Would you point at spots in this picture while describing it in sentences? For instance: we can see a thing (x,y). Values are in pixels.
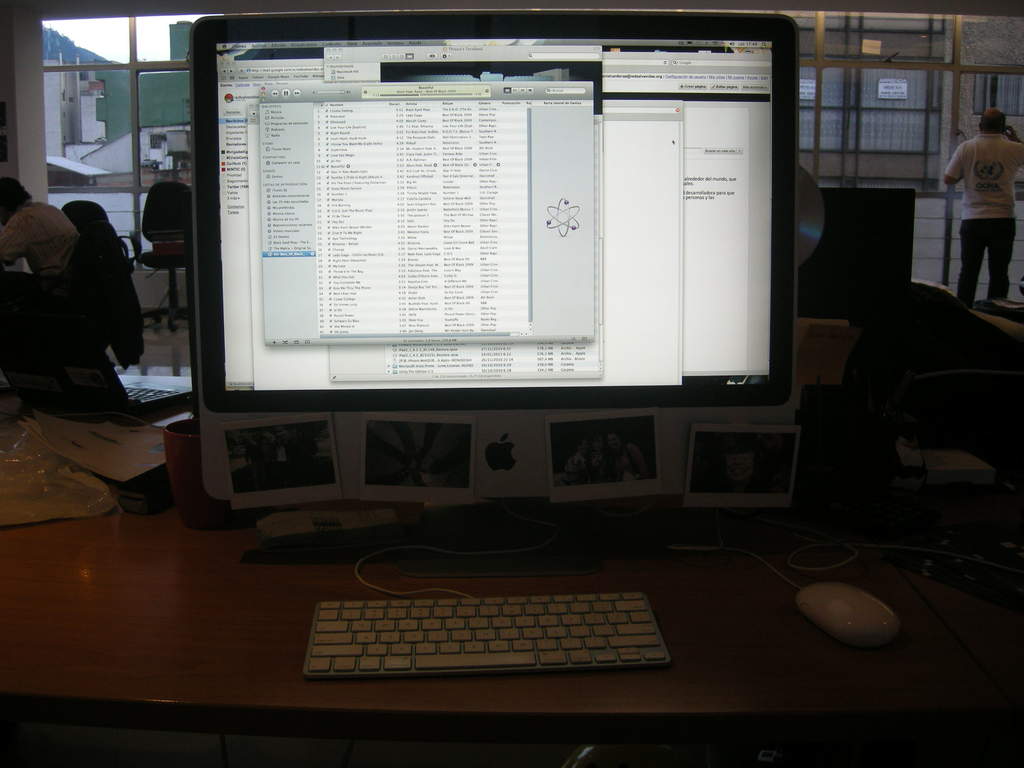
In this picture, we see a brown table (291,631) on which monitor (363,365), keyboard (507,617) and mouse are placed. Behind that, the man (66,244) in white shirt (62,254) is sitting at a desk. On the right side (999,210), the man (973,159) in the white T-shirt (972,148) is standing. In front of him, we see windows (872,123) from which we can see buildings (169,171) and cars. This picture is clicked in the dark.
